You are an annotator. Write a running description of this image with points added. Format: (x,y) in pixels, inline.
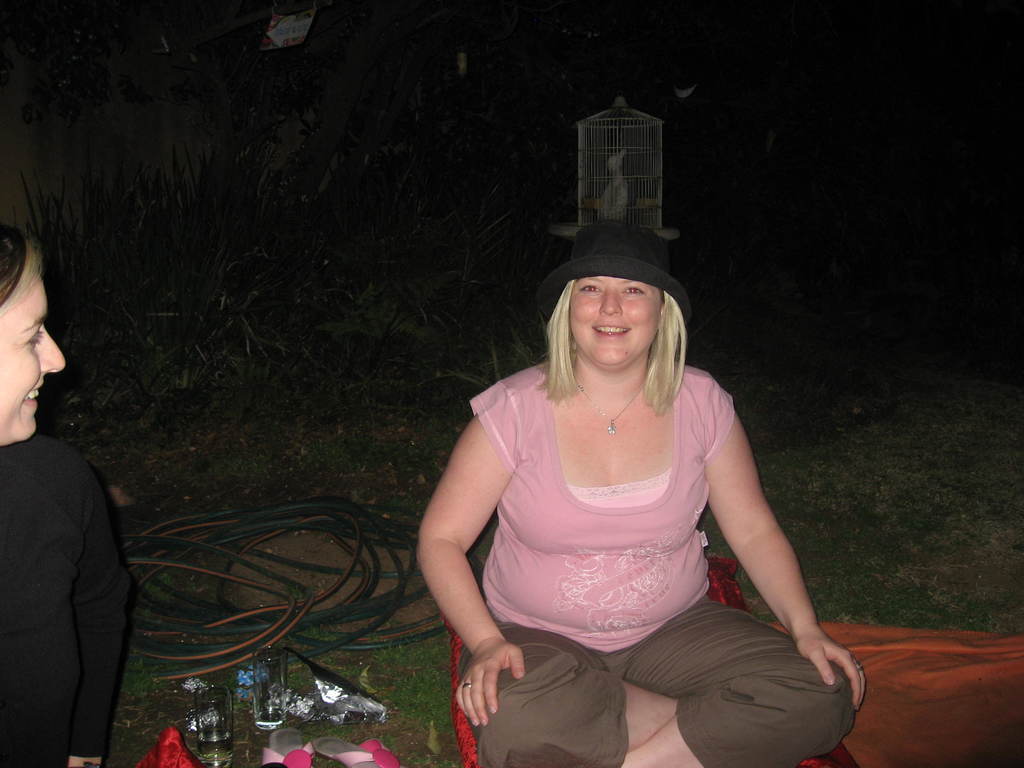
In the center of the image (577,302) there is a lady (768,526) sitting wearing a black color cap (616,258). To the left side of the image (87,537) there is another lady (30,546). There are glasses (219,723). There is an orange color cloth (925,735) on the ground (419,752). In the background of the image (391,135) there are trees (391,135). There is a cage (626,123) with a bird (622,192) in it. There is grass (240,471). There is a pipe (231,650).
